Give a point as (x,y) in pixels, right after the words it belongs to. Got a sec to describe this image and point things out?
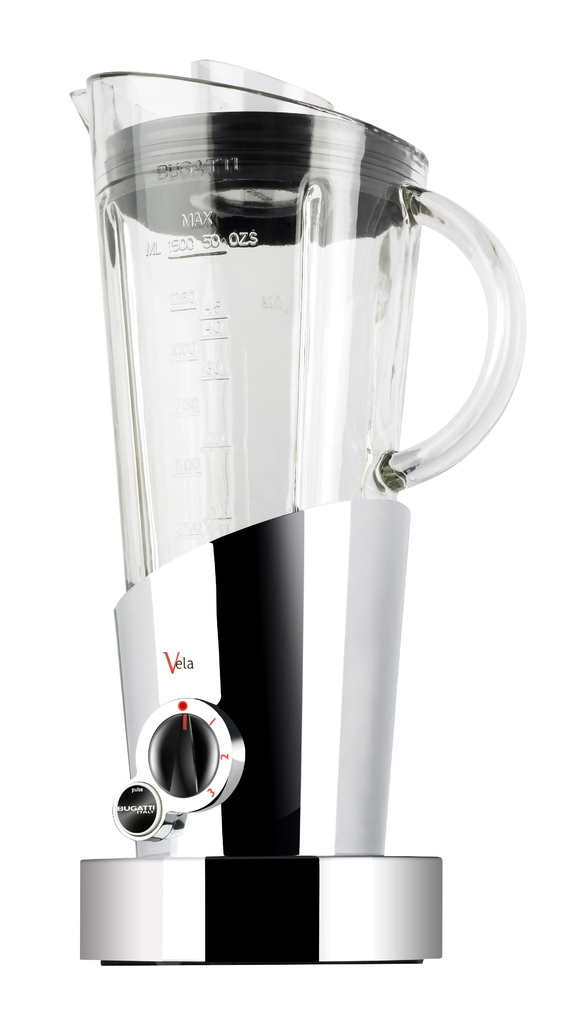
In this image there is a mixer (160,421).
